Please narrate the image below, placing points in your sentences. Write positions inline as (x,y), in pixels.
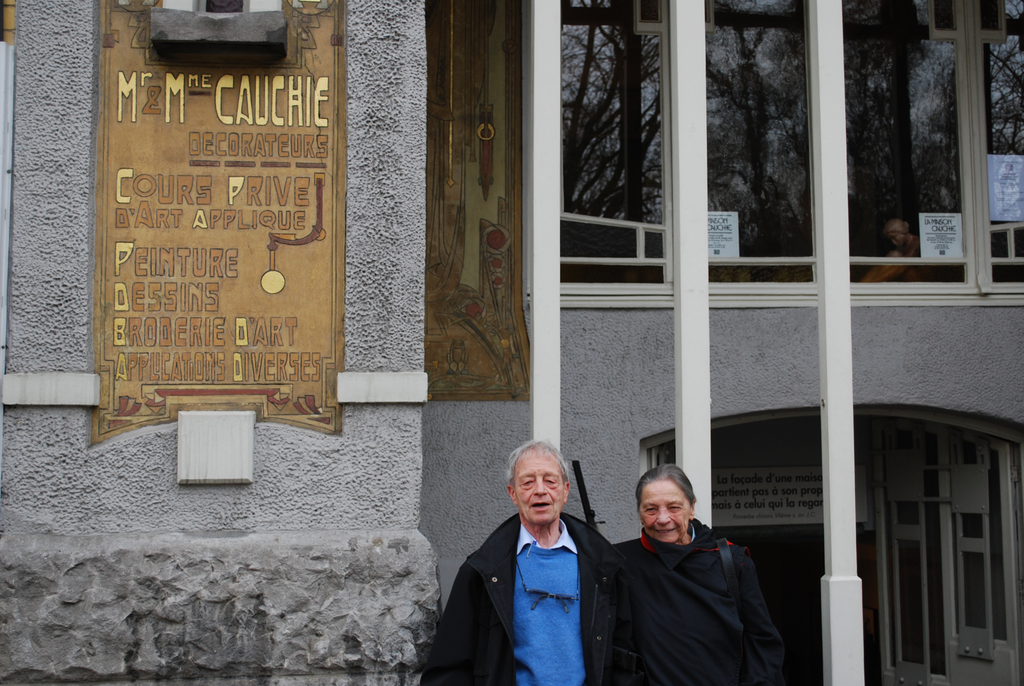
This is the picture of a building (543,274). In this image there are two persons (600,554) standing. There is a text (269,171) and there is a painting (449,89) on the wall (421,504). There is a sculpture (901,228) behind the window (778,227) and there are posters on the window (760,152). At the bottom (905,628) there is a door (907,647) and there is a text (752,511) on the wall (13,363). There are reflections (777,101) of trees (616,124) on the mirror (604,121) of a window (735,120).
